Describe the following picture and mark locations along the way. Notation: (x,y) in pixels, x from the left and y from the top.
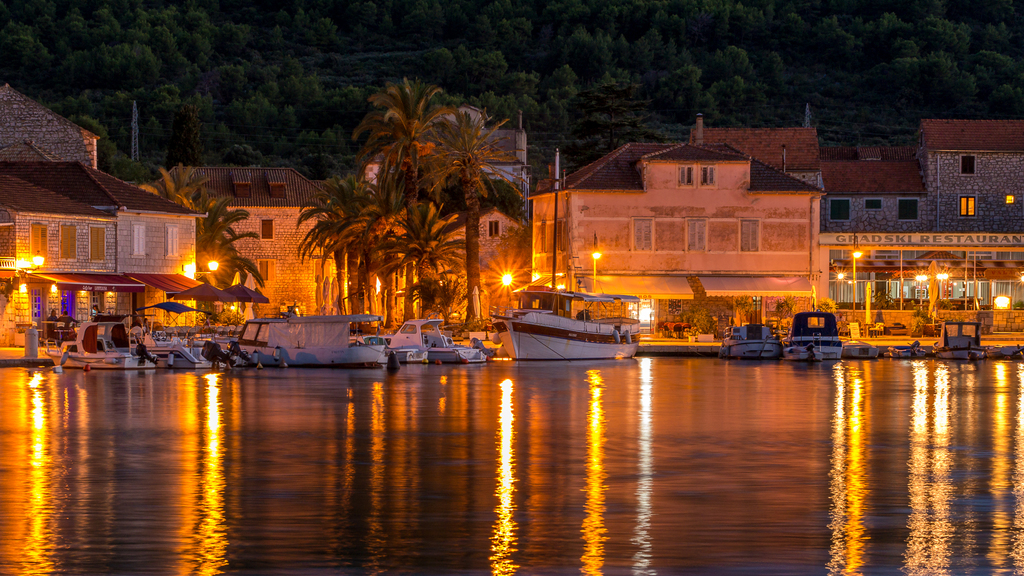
In this picture we can see there are boats (319,352) on the water (294,389). Behind the boats (237,356), there are buildings (649,223), street lights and trees (410,205). Behind the buildings (240,200), there is an electric pole (135,125) with cables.
